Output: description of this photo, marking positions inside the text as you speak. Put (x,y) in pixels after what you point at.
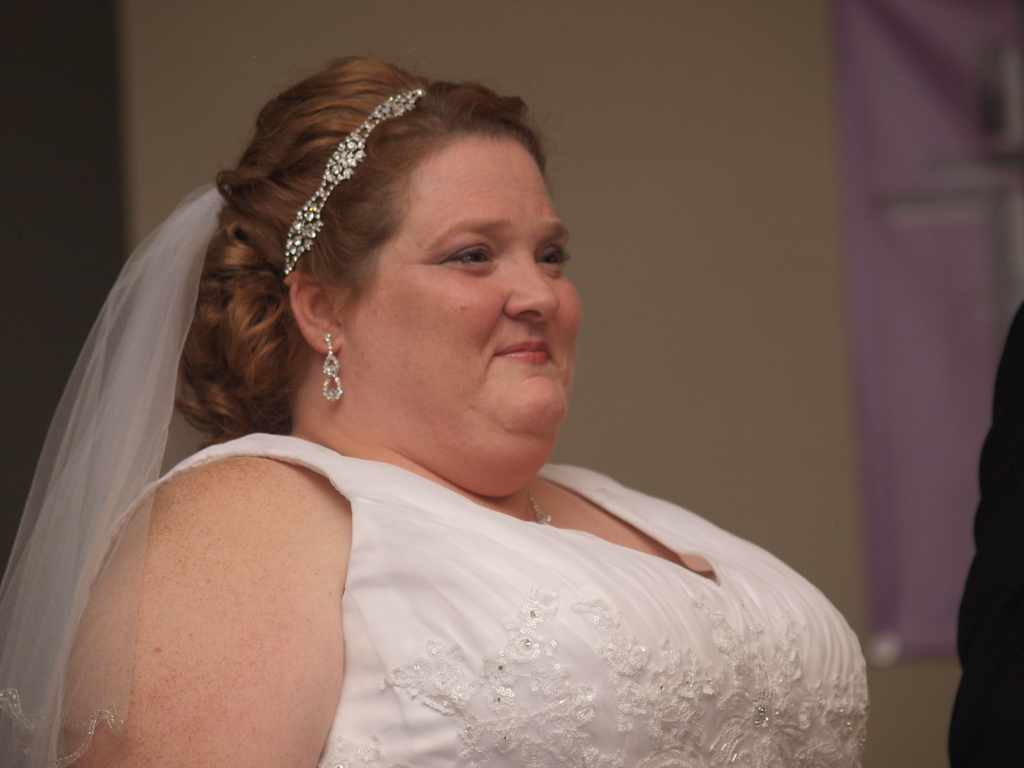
In the picture I can see one girl (305,368) is standing and smiling.
